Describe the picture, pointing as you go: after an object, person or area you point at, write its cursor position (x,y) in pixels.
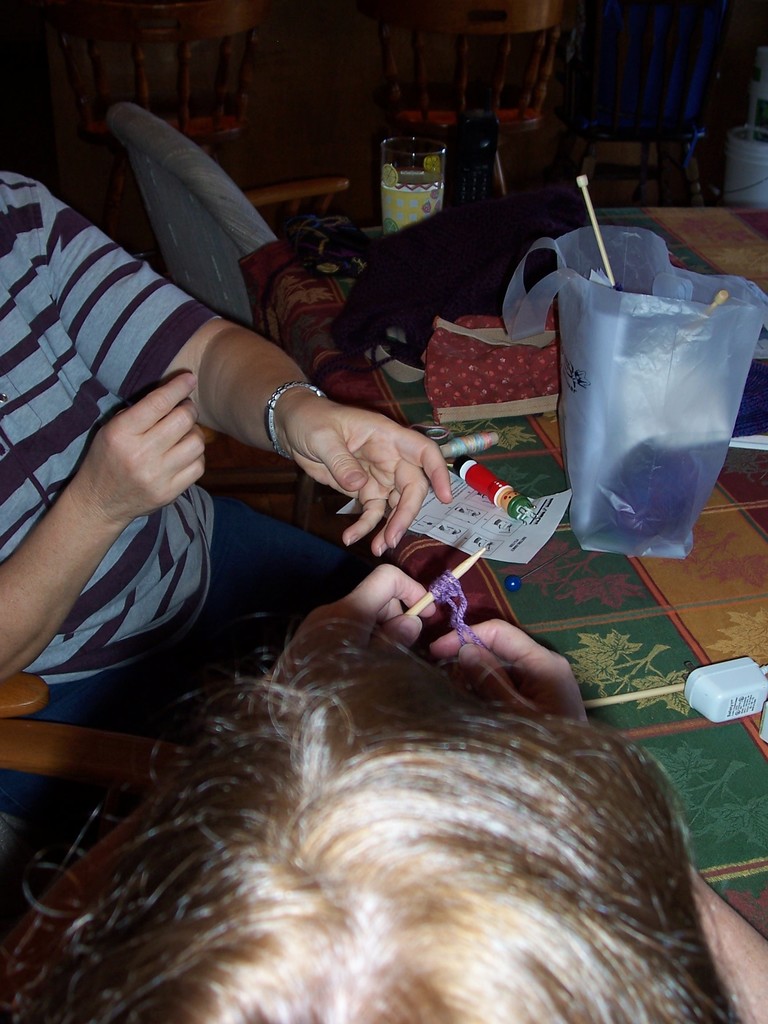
In this picture we can see there are two people (149,715) sitting on chairs (140,746) and in front of the people (371,726) there is a table (652,671) and on the table (641,639) there is a glass (408,156), polythene bag (659,513), paper (477,521), cloth (419,243) and other things (745,663). Behind the people (48,344) there are chairs (349,184).
